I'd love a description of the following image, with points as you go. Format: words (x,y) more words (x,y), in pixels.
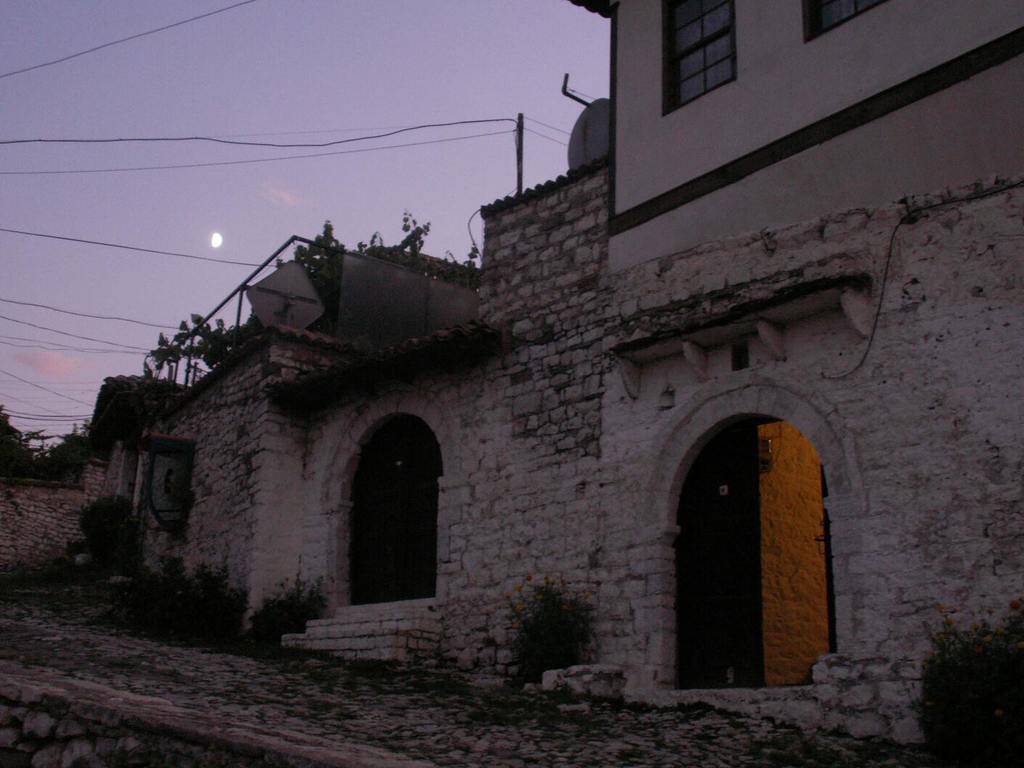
In the picture we can see some houses (386,556) on the slope surface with doors (371,549) and windows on the top of it and behind the houses (534,239) we can see the sky (9,115) with a moon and clouds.
